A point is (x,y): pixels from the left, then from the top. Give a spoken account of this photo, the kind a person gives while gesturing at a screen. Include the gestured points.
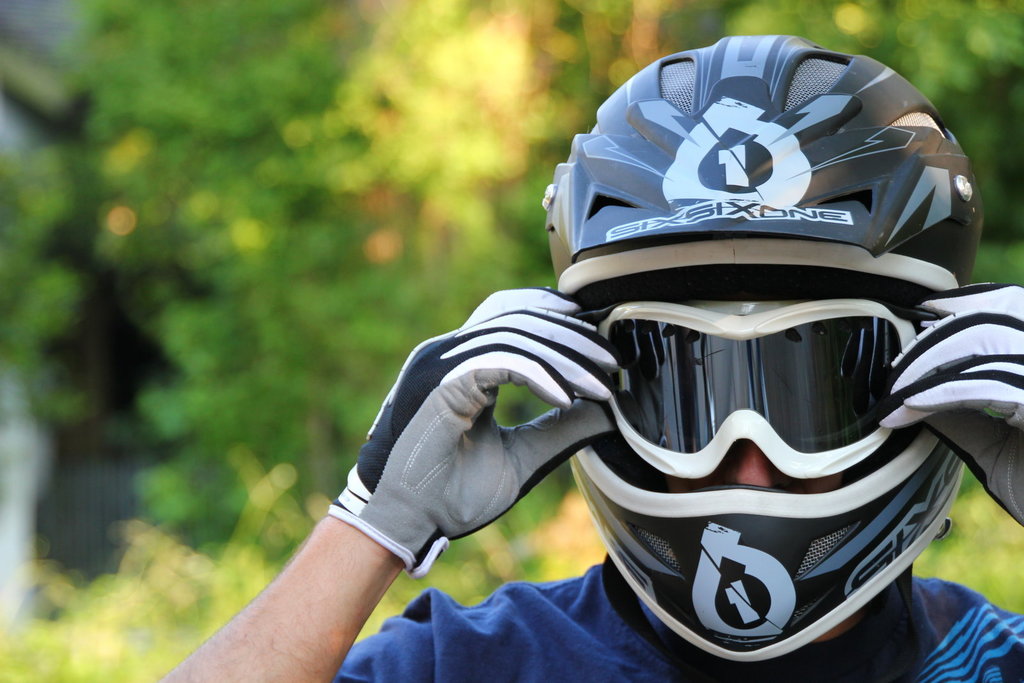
In this image we can see a person (498,504) wearing glasses (666,364), helmet (576,277) and the gloves (443,539). On the backside (339,337) we can see a group of trees (219,348).
